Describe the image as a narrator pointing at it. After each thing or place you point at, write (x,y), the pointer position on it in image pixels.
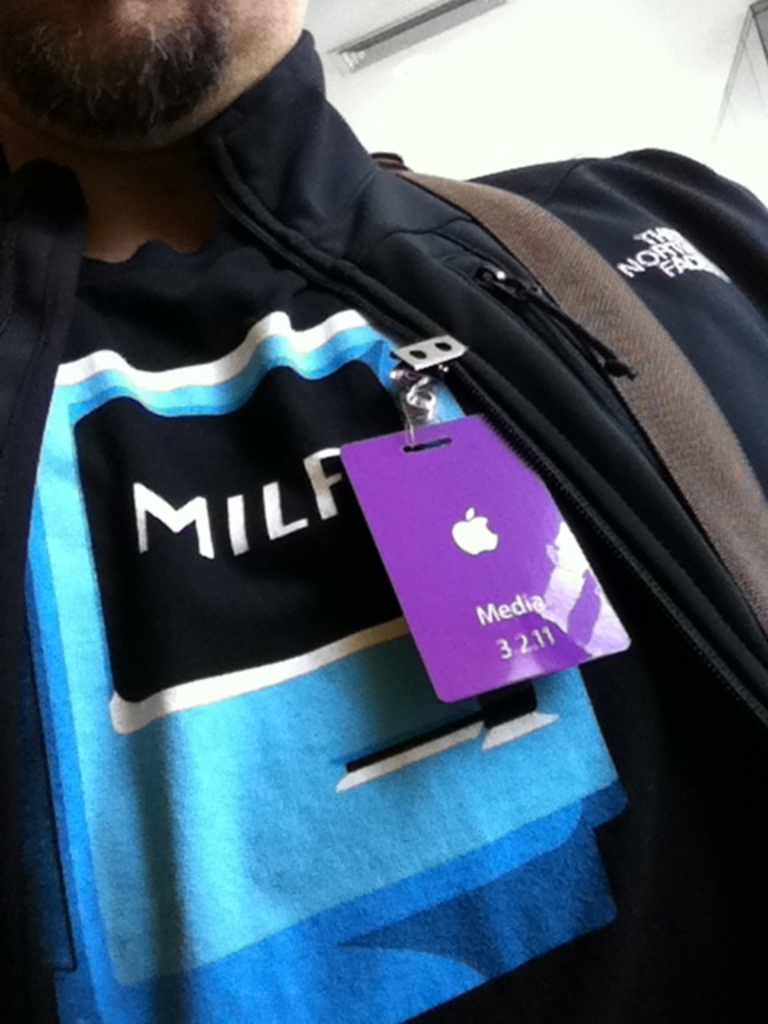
In this image we can see person (163,13) and a card (456,452) attached to the jacket (475,339) and a white background (569,73).
